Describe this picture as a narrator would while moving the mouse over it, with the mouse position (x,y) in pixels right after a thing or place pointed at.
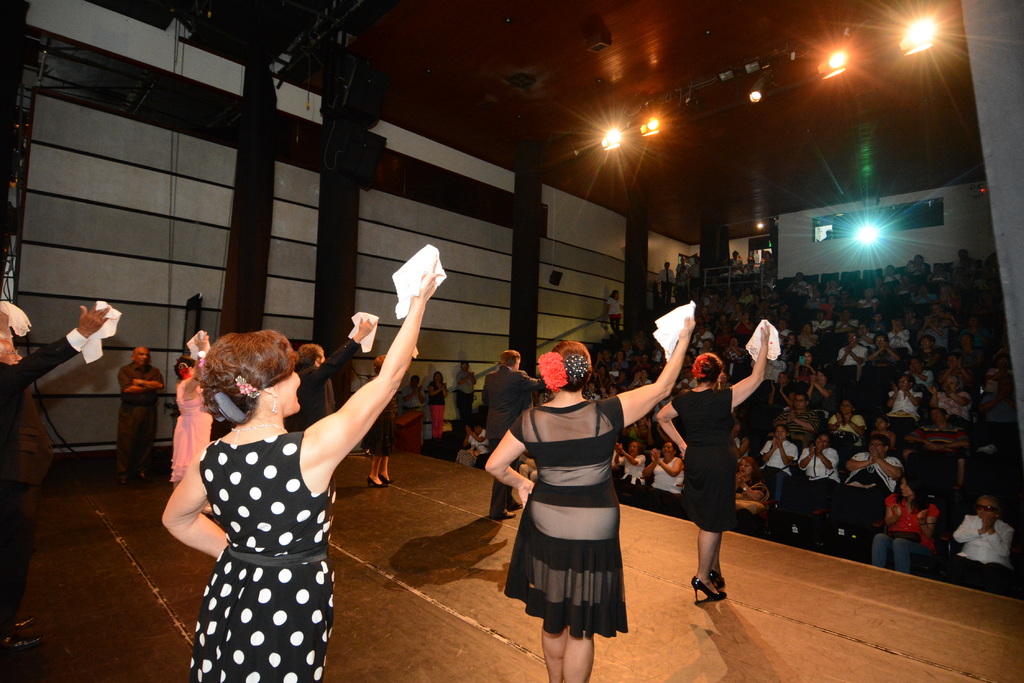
In this image there are group of ladies (304,504) dancing on the stage (392,465) holding kerchief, in front of them there are so many people (932,520) sitting on chairs (788,525) and enjoying the performance, also there are lights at the roof (875,65).
